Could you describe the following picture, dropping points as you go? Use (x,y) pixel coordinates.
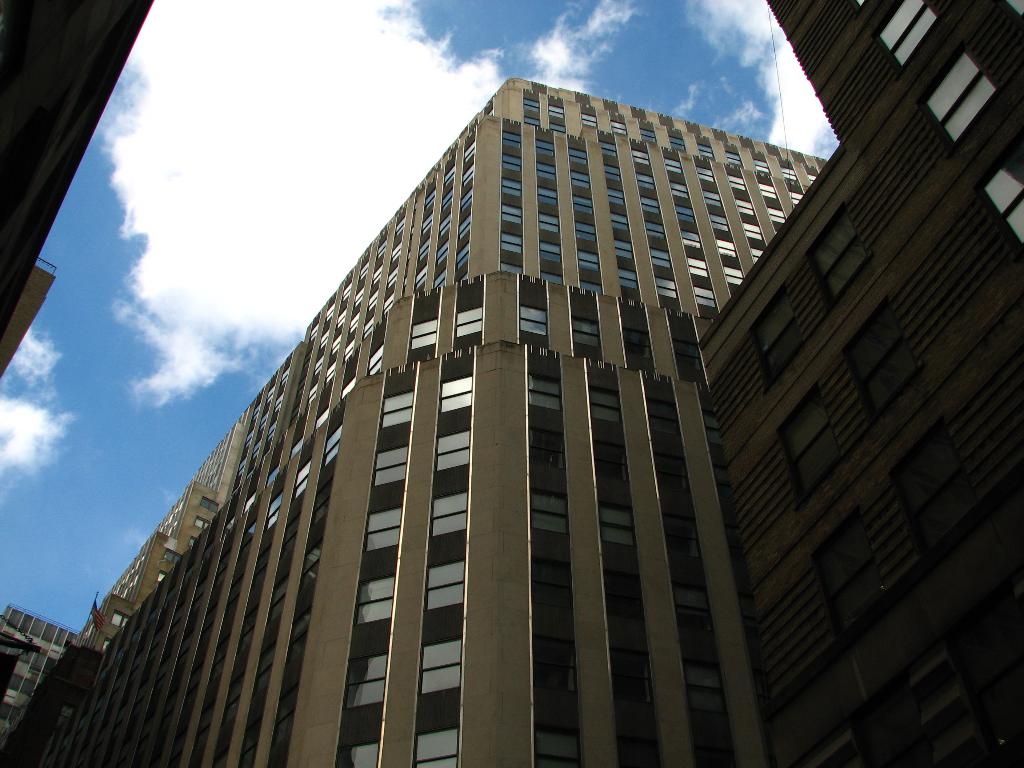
In this image I can see the buildings (306,497). On the top of the image (531,53) I can see the sky (405,34) and clouds (229,109).
